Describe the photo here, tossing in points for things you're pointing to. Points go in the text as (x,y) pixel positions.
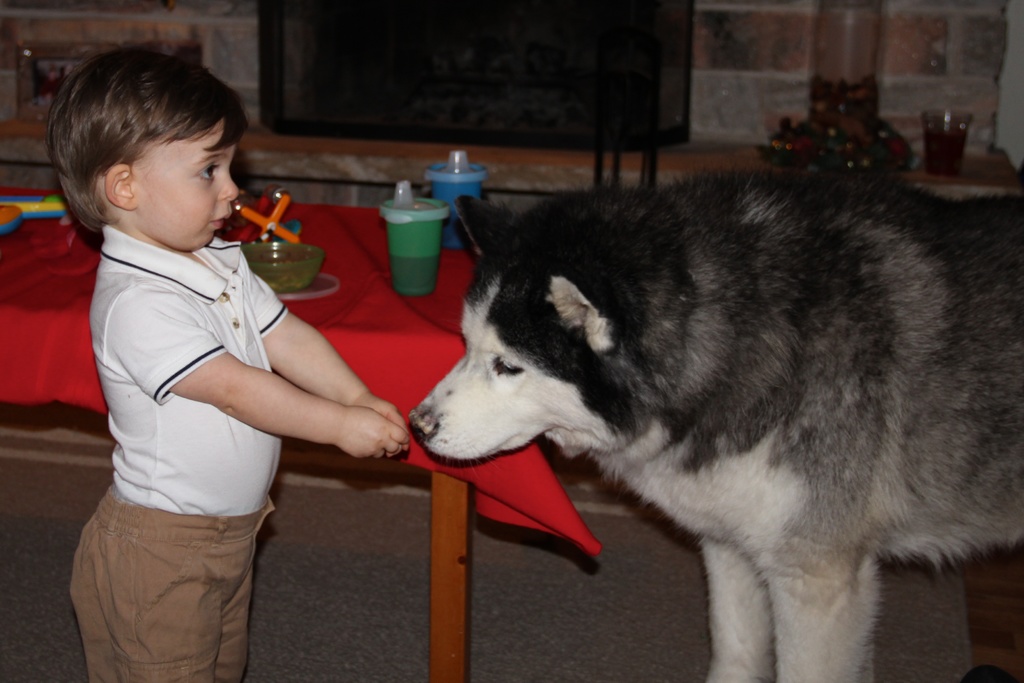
In this image I can see a boy (183,377) wearing white color t-shirt (175,341) and feeding something to the dog (449,429). In the background (399,342) I can see a table (383,350) covered with a red color cloth (382,349). On the table (318,299) there is one bowl (286,279), glasses (410,252) are placed. In the background (760,63) there is a wall (949,42).
